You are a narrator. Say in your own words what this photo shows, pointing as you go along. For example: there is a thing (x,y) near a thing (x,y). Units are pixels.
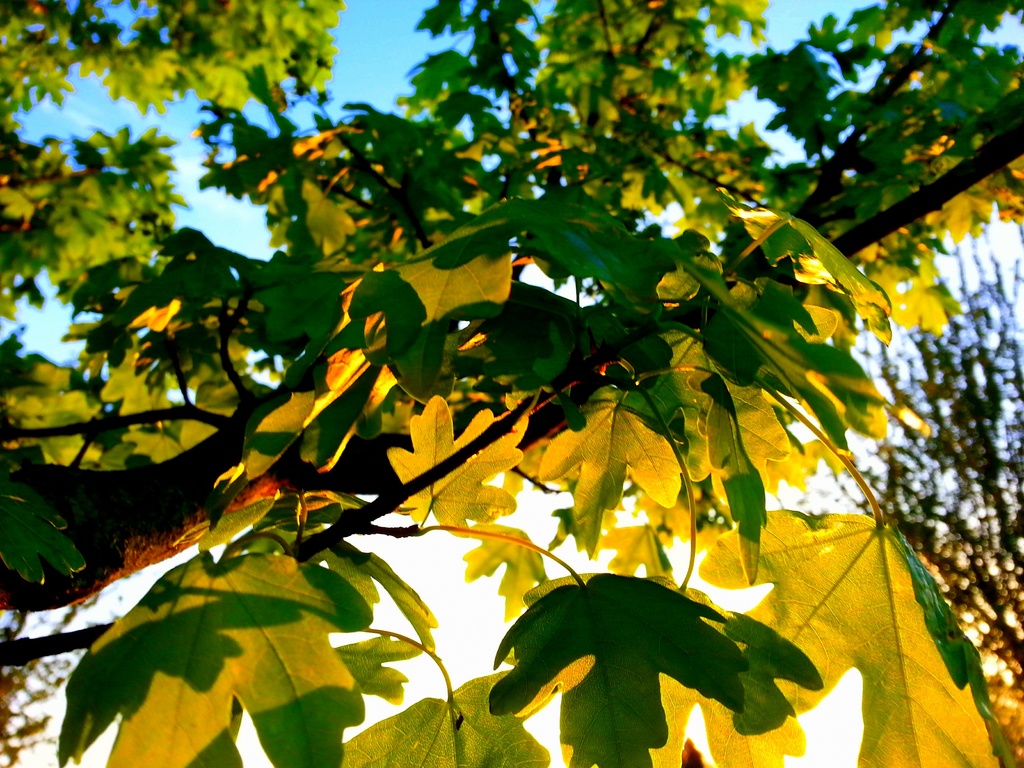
In this image, we can see a tree (361,494), there are some green color leaves (656,349), in the background (416,61) there is a blue color sky (361,57).
